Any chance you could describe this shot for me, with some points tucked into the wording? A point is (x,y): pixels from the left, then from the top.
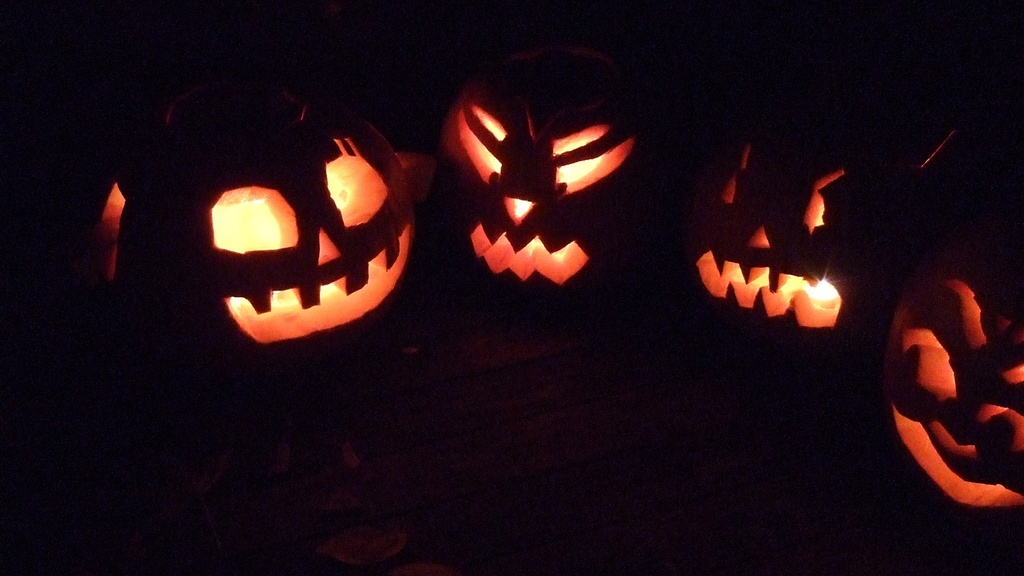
In this image there are pumpkins (517,245) with lights (994,490) inside it, and there is dark background (42,70).
